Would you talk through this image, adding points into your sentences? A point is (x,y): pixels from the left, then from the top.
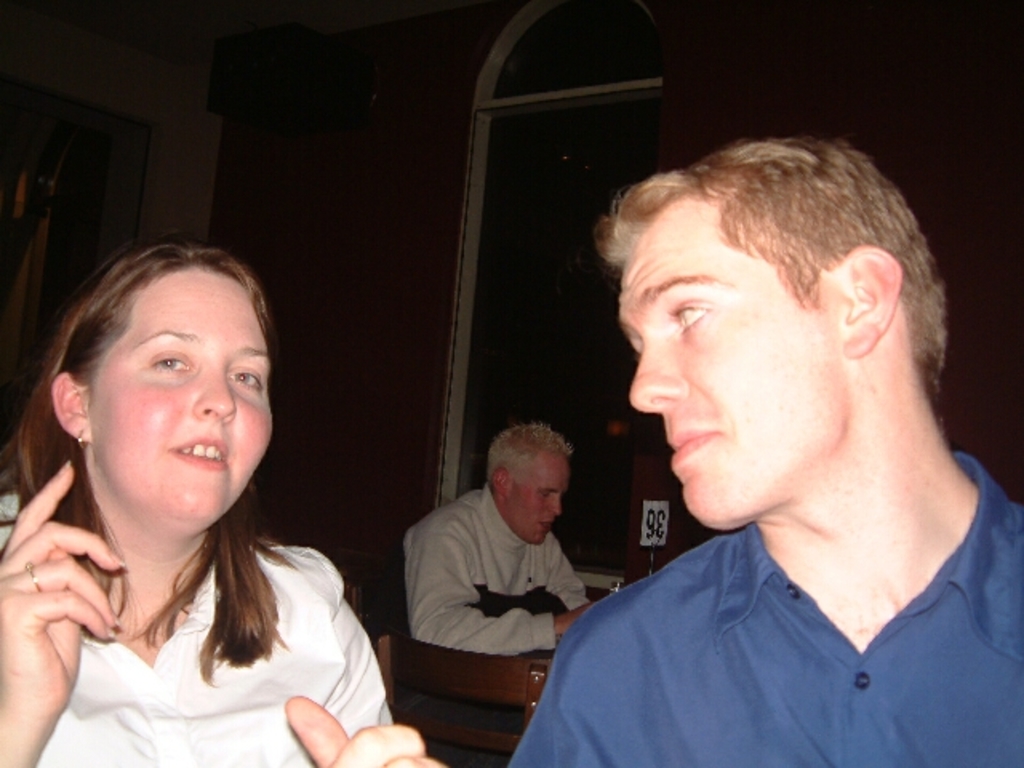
In the foreground of this picture (839,387) we can see the two persons (687,662) and in the center (553,473) we can see a person (438,565) sitting on the chair (431,671) and we can see a wooden chair (468,662). In the background (389,328) we can see the wall (208,158) and many other objects (608,46).
